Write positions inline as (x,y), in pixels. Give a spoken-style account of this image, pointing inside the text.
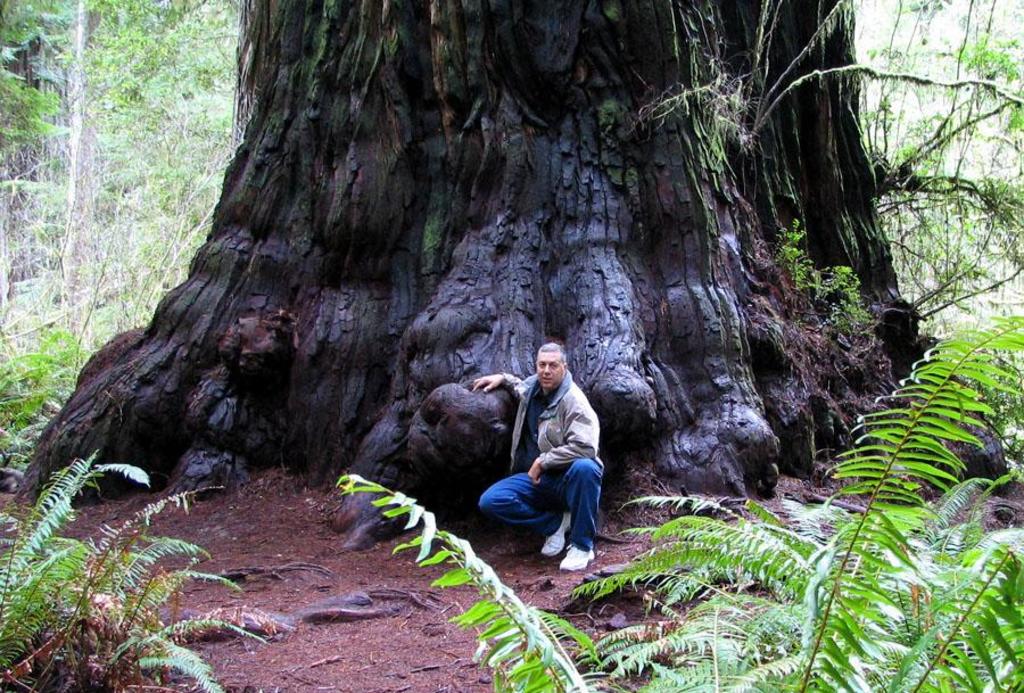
In foreground (466,608) there are plants (942,628), soil (347,657) and roots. In the center of the picture (568,439) there is a person (538,401) crouching near a huge trunk (315,239) of a tree (719,329). In the background (89,260) there are plants (201,123) and trees (97,289).
